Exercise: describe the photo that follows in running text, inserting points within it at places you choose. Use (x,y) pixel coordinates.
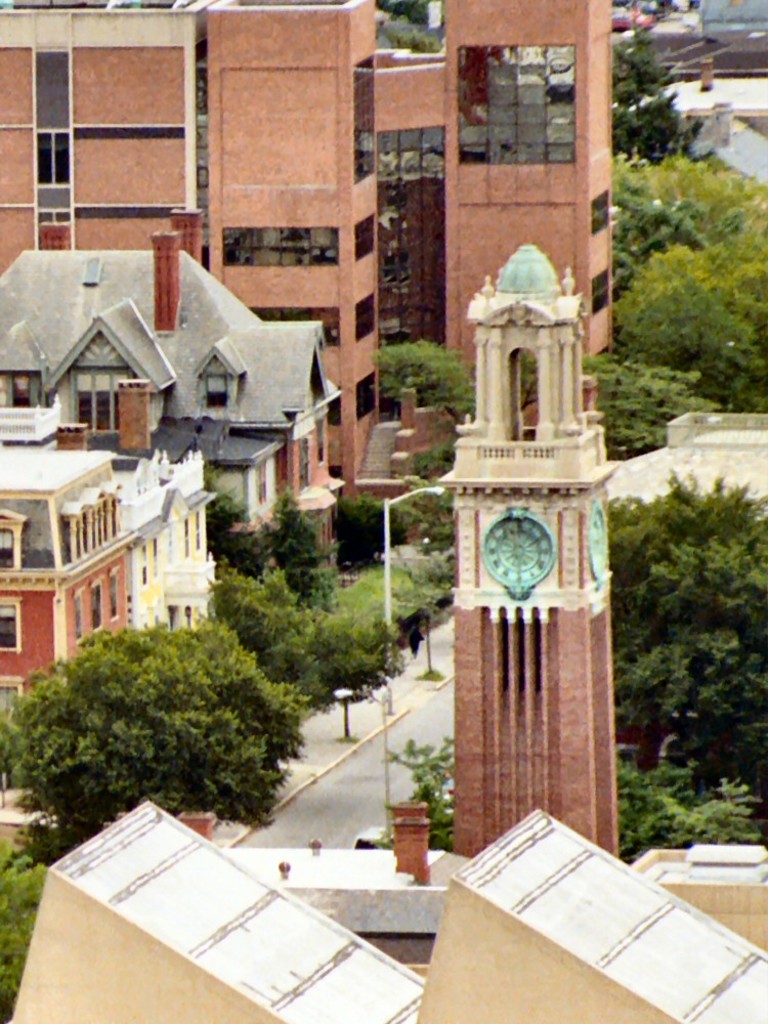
This picture might be taken from outside of the city. In this image, on the right side (661,983) and left side (203,945), we can see two roofs (249,993). In the middle of the image (457,590), we can see a tower (564,618), street light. On the right side (756,839), we can see some trees (626,721). On the left side (120,716), we can see some trees (333,631), plants (127,718), glass windows (54,157). In the background (751,285), we can also see some trees (666,183), vehicles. At the bottom (407,780), we can see a road (331,784) and a footpath (371,730).
